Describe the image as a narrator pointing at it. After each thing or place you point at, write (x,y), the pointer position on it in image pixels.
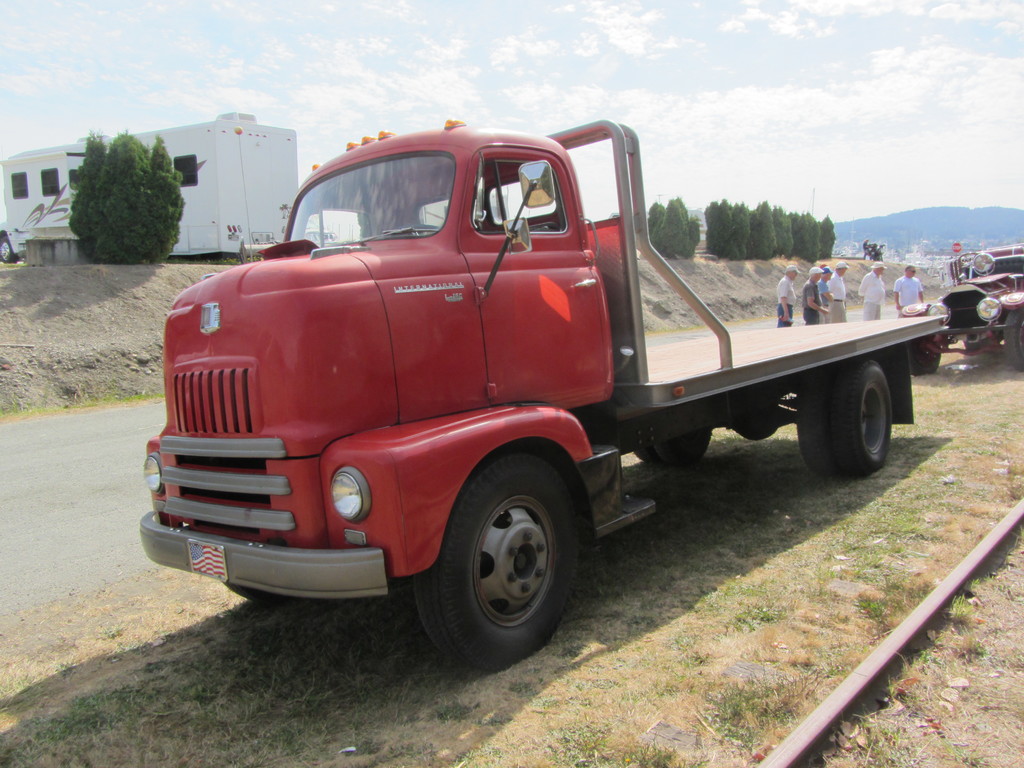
In the picture I can see two trucks (449,373) on the ground (261,641). I can also see people (874,288) standing on the ground (760,305). In the background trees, a white color vehicle (209,251), the grass (246,645), a road (122,486), the sky (637,86) and some other objects (919,246).
